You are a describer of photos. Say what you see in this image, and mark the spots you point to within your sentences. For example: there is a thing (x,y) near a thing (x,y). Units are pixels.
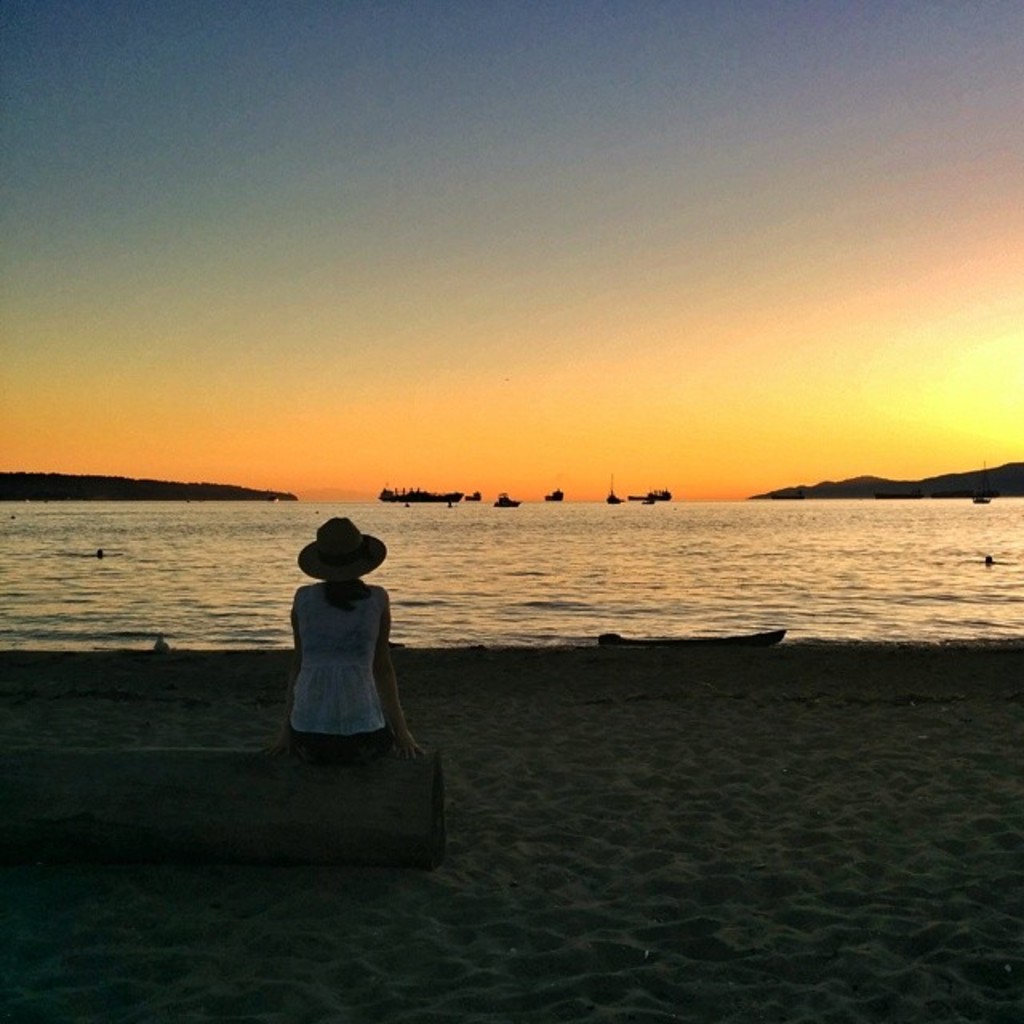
In this picture we can see a woman (358,604), she is seated on the bench (371,783) and she wore a cap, in front of her we can see water (678,560), and few ships (452,495).
